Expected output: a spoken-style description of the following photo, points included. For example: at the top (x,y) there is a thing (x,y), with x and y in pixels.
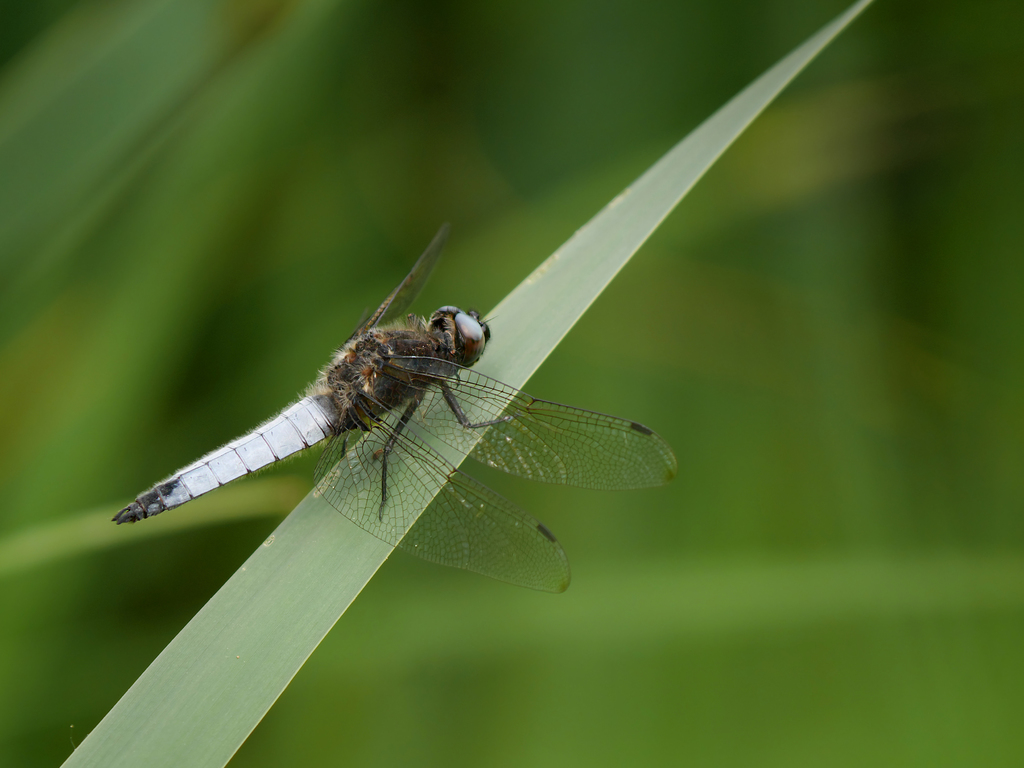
In this image there is a dragonfly (378,397) on grass (193,711), in the background (600,179) it is blurred.
